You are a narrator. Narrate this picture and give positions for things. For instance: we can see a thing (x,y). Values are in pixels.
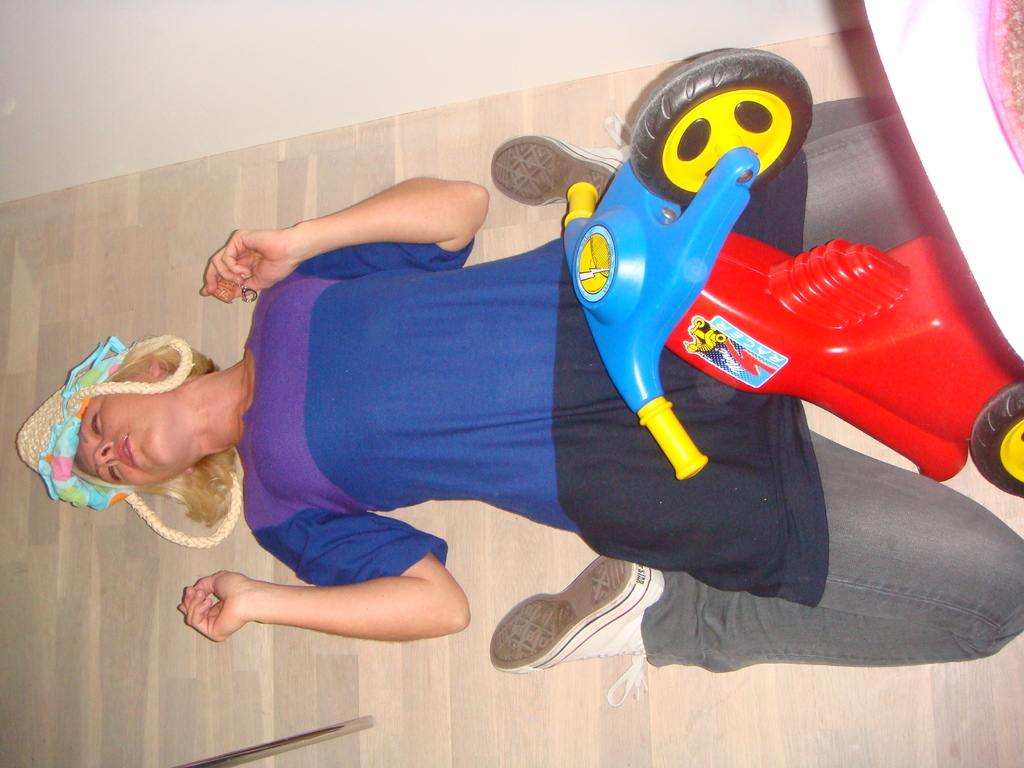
In this image I can see a person (576,375) wearing blue, purple and black colored dress (506,381) is lying on the floor (843,437) and a toy vehicle (784,326) which is red, yellow, blue and black in color. I can see the wall (218,64) to the top of the image (217,60).
